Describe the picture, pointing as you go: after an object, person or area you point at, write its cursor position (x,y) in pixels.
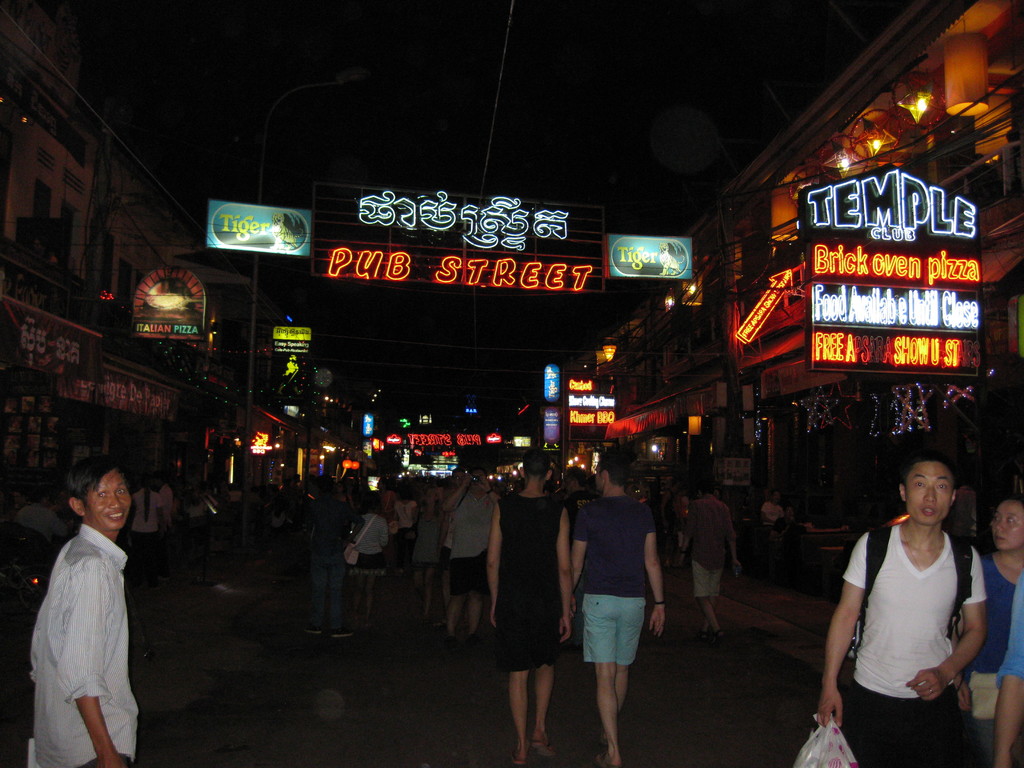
In this picture I can observe some people (428,557) walking on the road (289,618). There are some boards (842,333) fixed to the walls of the buildings (835,317). I can observe some text (834,270) on the boards (850,303). The background (446,339) is completely dark.
